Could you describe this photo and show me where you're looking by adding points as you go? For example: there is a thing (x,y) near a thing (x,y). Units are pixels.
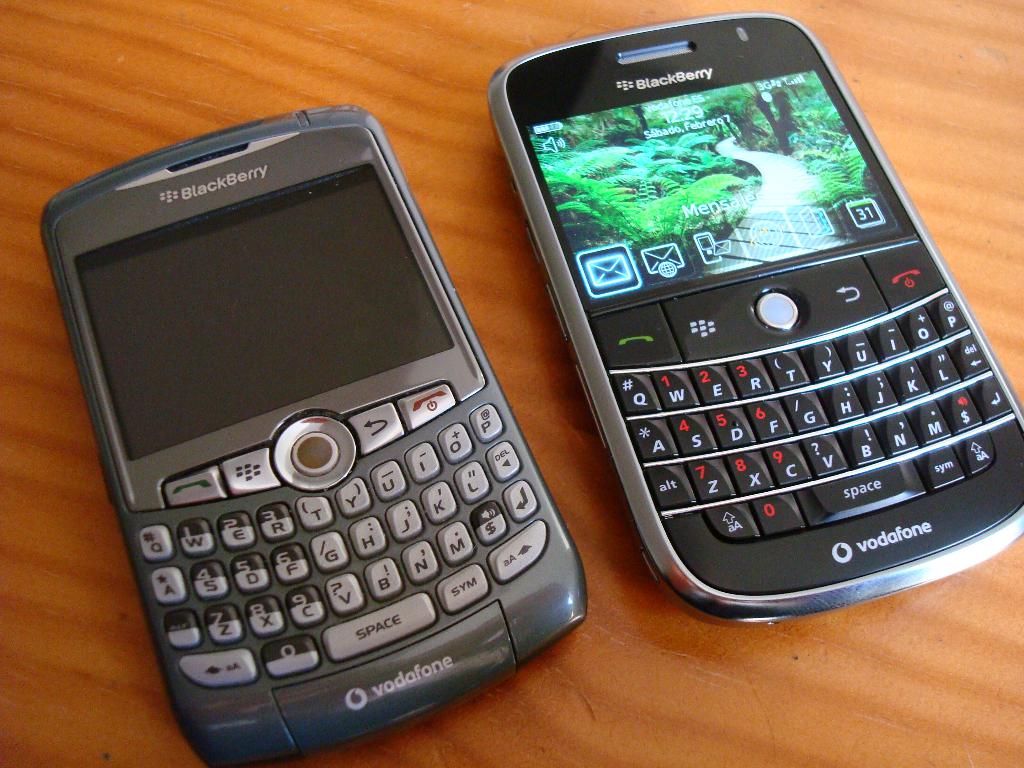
In this image I can see two mobiles (435,408) on the table (447,103). This image is taken may be during a day.
